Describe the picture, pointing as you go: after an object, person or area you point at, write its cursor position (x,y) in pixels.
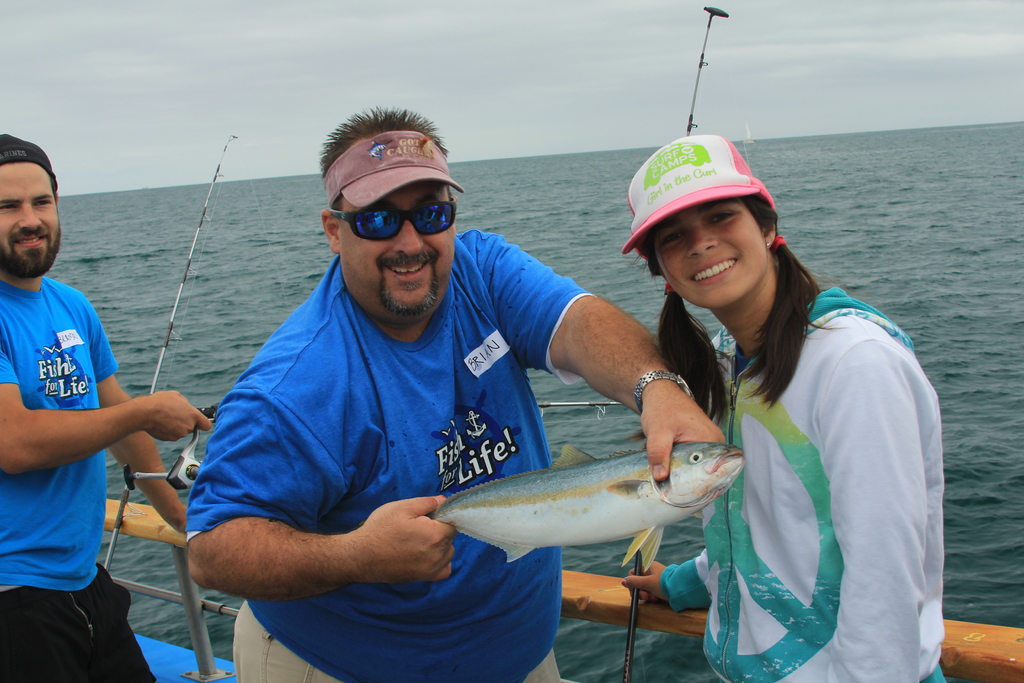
This image is clicked in a boat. There are three persons (6,337) in this image. One is woman (838,588), two are men (274,508). The one who is in the middle (415,410) is holding a fish (573,538). There is water (196,277) in the middle (623,432). There is sky (360,105) at the top (469,98).
